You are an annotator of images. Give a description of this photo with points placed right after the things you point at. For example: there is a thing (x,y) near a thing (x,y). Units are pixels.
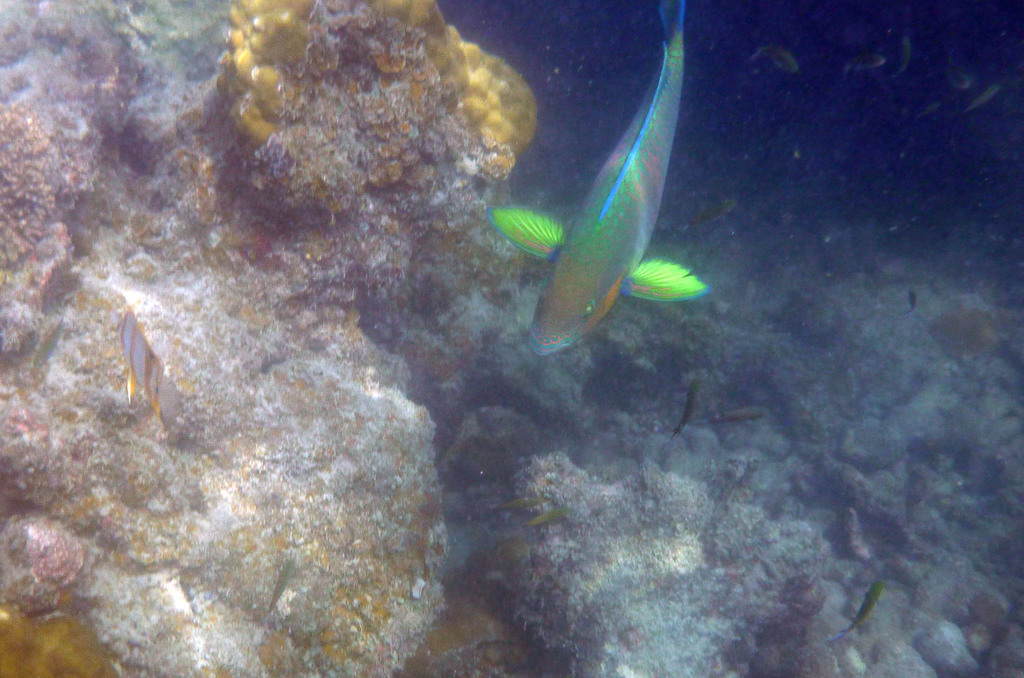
In this image I can see fish (624,233) visible in the water (588,87) and I can see some rocks (272,263) visible in the water (571,93).
